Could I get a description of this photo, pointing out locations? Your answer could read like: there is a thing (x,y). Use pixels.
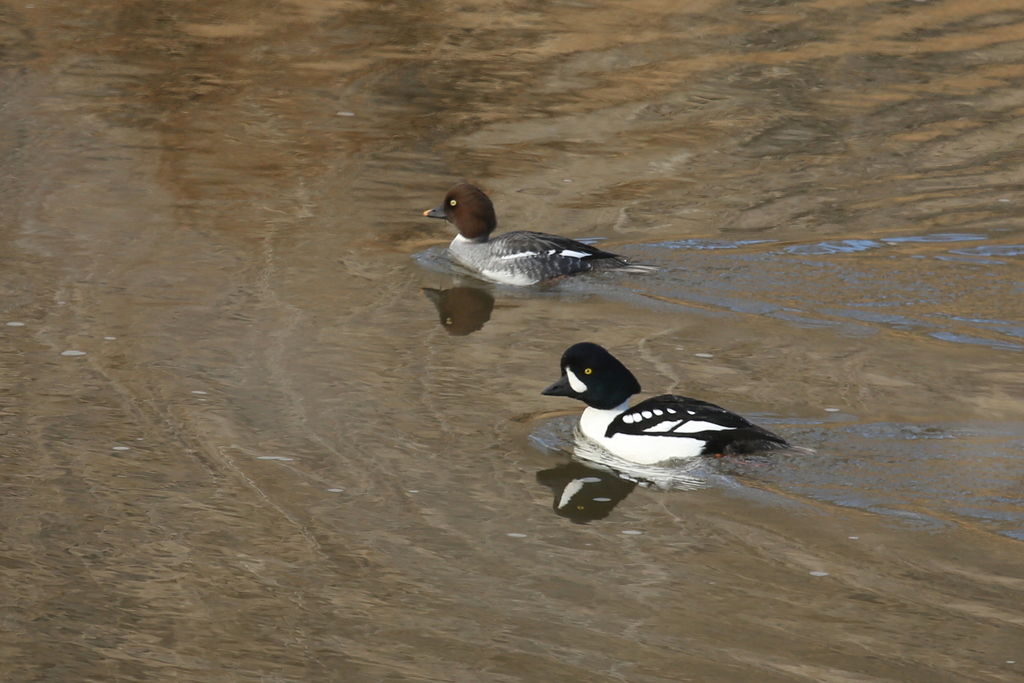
In the image we can see water (518,199), on the water (642,237) we can see two birds (472,195).
